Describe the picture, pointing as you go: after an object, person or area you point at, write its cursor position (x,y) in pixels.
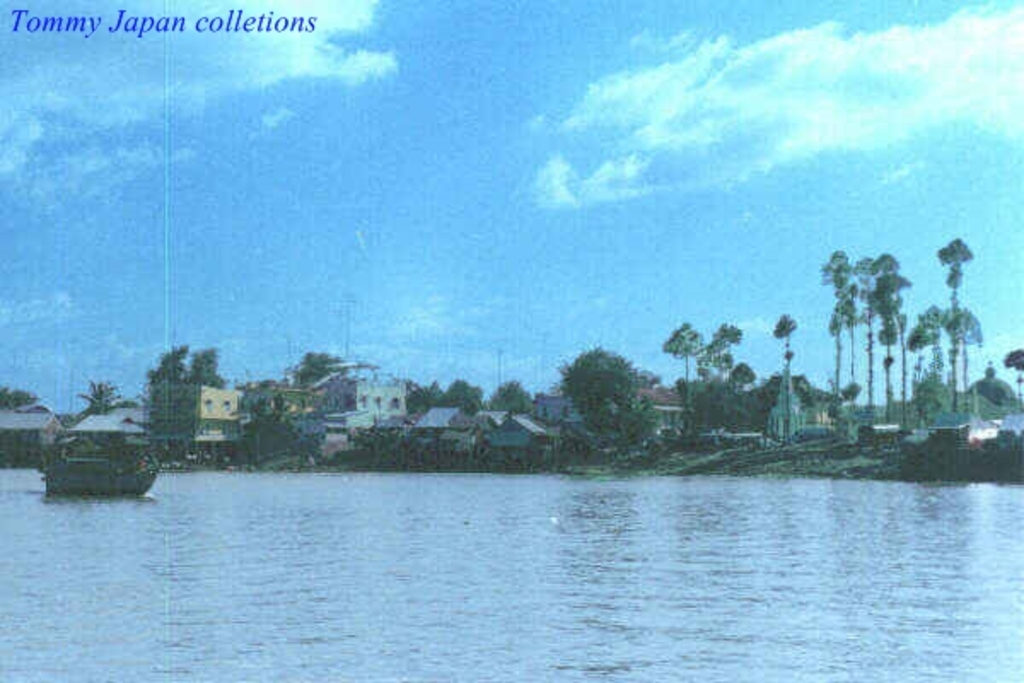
In this image there is a river (658,536) in that river (136,527) there is a boat (99,475), in the background (260,407) there are houses (526,423) trees (528,402) and a blue sky (635,166), in the top left (279,31) there is a text (301,24).
